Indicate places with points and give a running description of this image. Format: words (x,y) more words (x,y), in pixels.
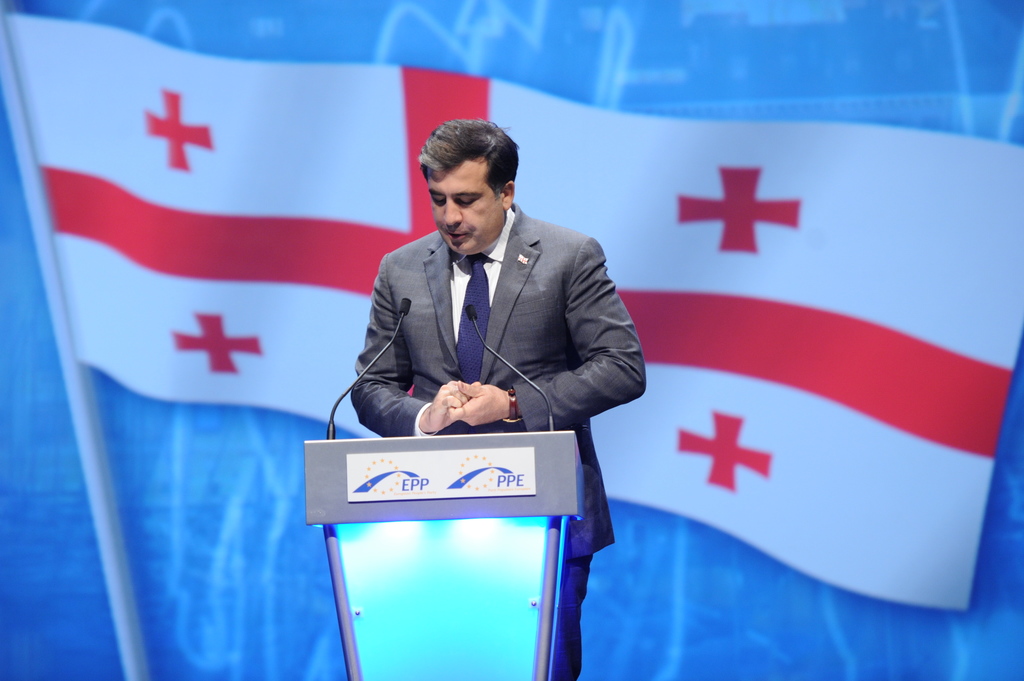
In this image I can see a man (555,430) is standing. I can see he is wearing a watch (516,398) and formal dress (486,317). I can also see podium (423,515) and few mic (336,409) over here. In the background (744,427) I can see depiction of a flag (331,109).
